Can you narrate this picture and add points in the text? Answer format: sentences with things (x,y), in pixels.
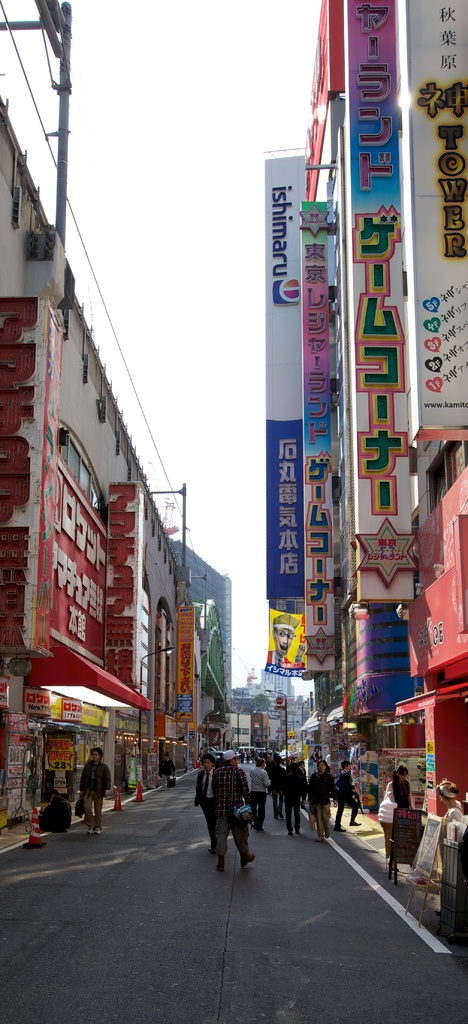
Few people (227,771) are walking on the road (154,832). We can see buildings (102,488), boards (14,479) and sky (184,69).
